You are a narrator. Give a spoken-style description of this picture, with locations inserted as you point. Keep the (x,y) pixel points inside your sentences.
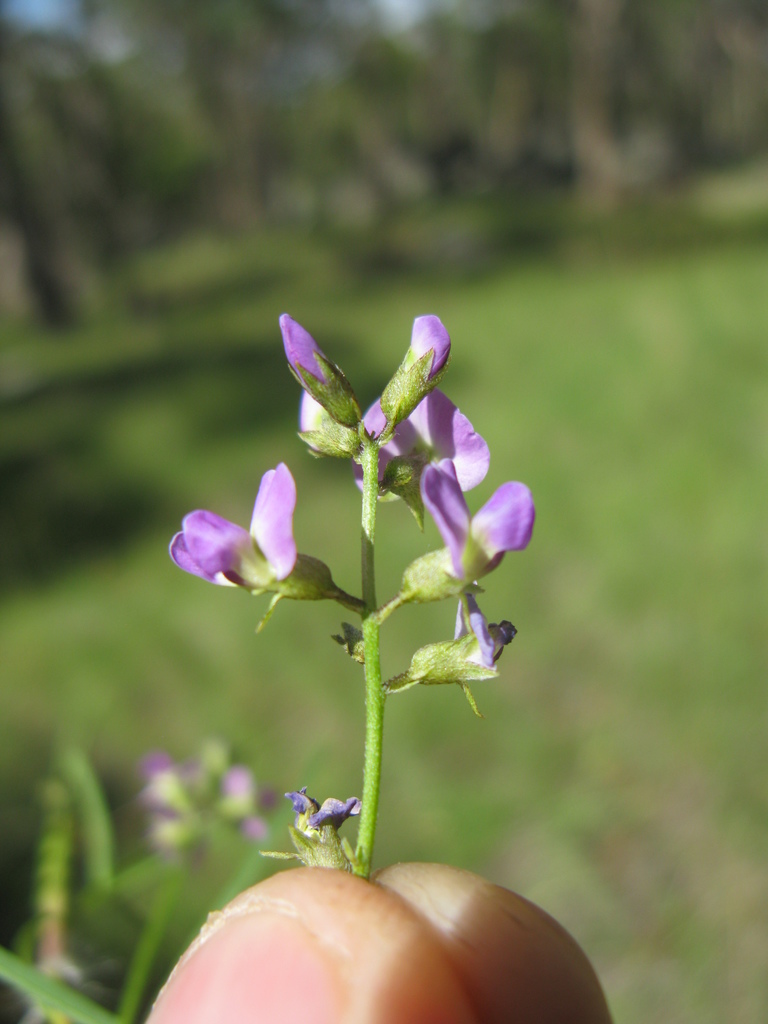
In the picture I can see a person (374,930) is holding flowers (361,856) which are purple in color. In the background (337,654) I can see plants (149,881). The background of the image (614,559) is blurred.
